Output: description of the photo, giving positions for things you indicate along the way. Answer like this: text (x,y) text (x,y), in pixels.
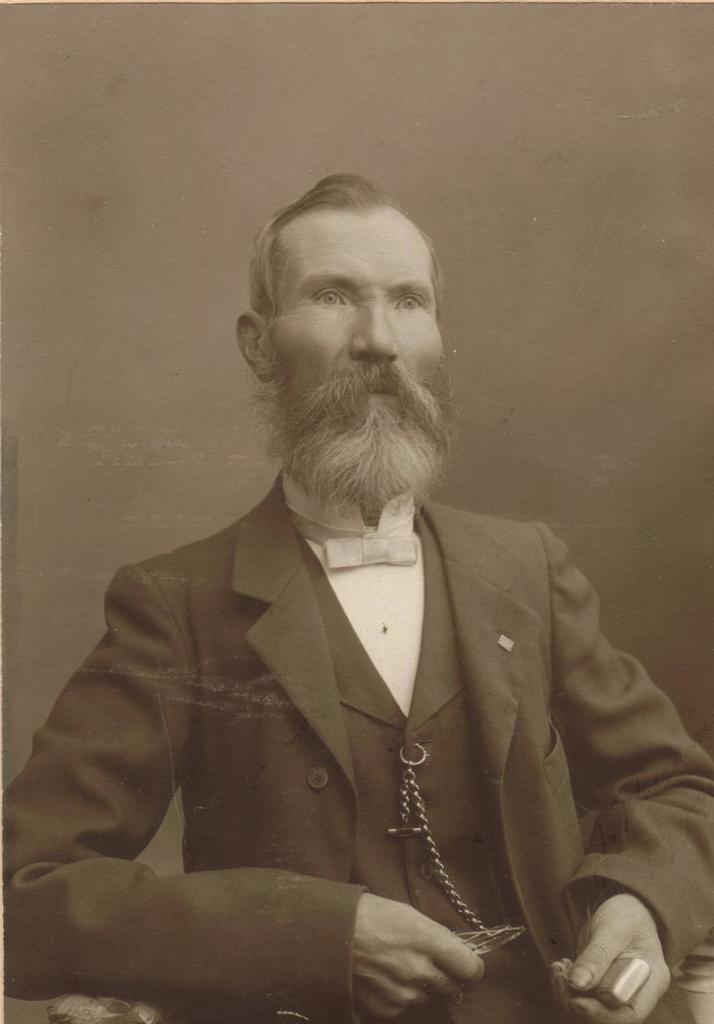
This is a black and white image. In this image we can see a man (394,617). And he is holding something in the hands (618,950).
